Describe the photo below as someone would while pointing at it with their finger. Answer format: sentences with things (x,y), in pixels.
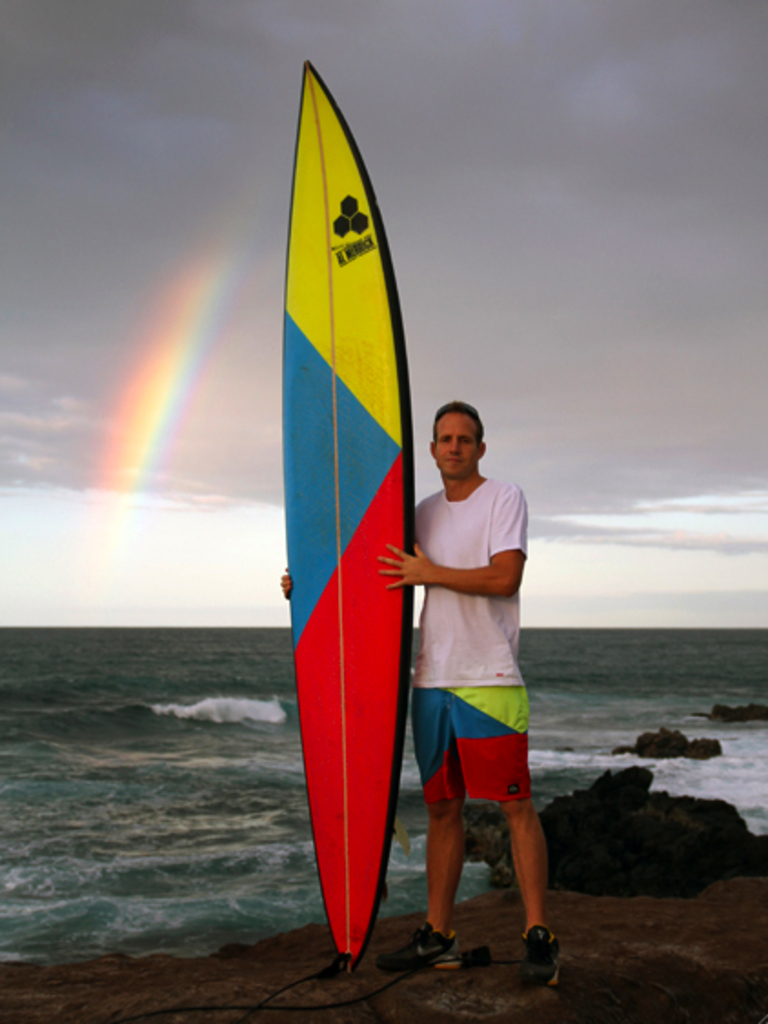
In this picture we can see a man (489,579) wearing white t-shirt (487,662) and shorts (489,735), holding the surfing board (339,707) in the hand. Behind we can see sea water (612,735). On the top (442,270) there is a sky (457,260) and rainbows (231,243).
